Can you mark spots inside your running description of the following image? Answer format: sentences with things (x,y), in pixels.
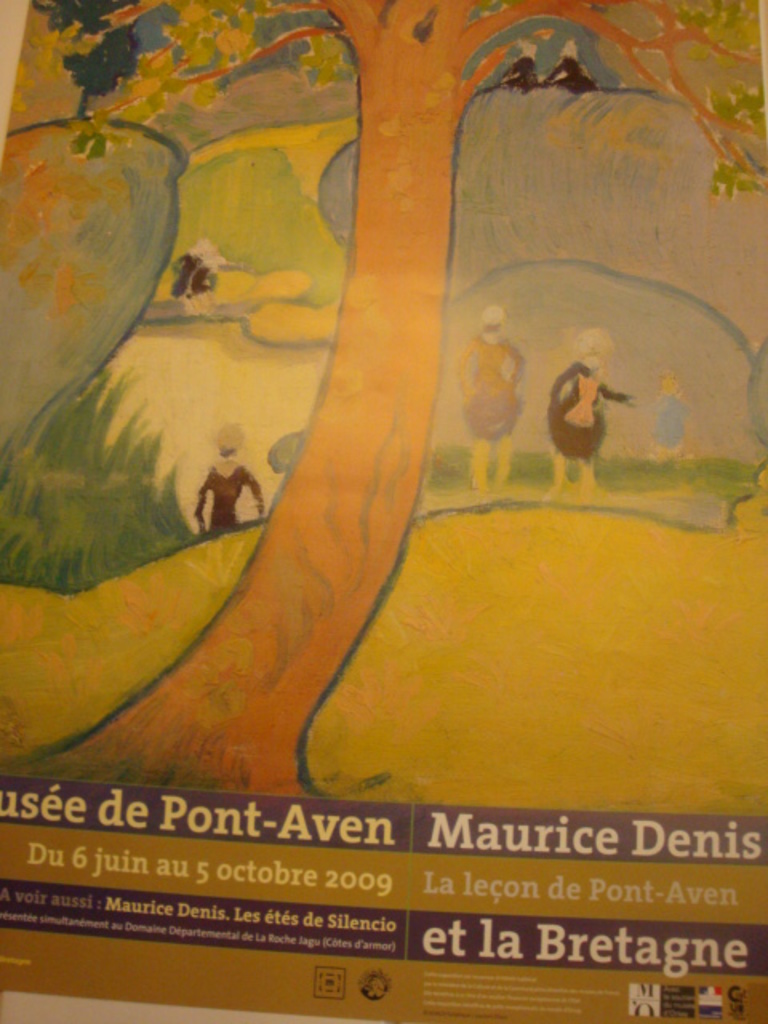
In this picture we can see a poster (123,202). On the poster (621,173) we can see a cartoon images (516,635) like tree (457,55), persons (234,480), grass (156,513), stone (529,319), water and mountain (645,368). On the bottom (169,879) we can see quotations (294,808).
